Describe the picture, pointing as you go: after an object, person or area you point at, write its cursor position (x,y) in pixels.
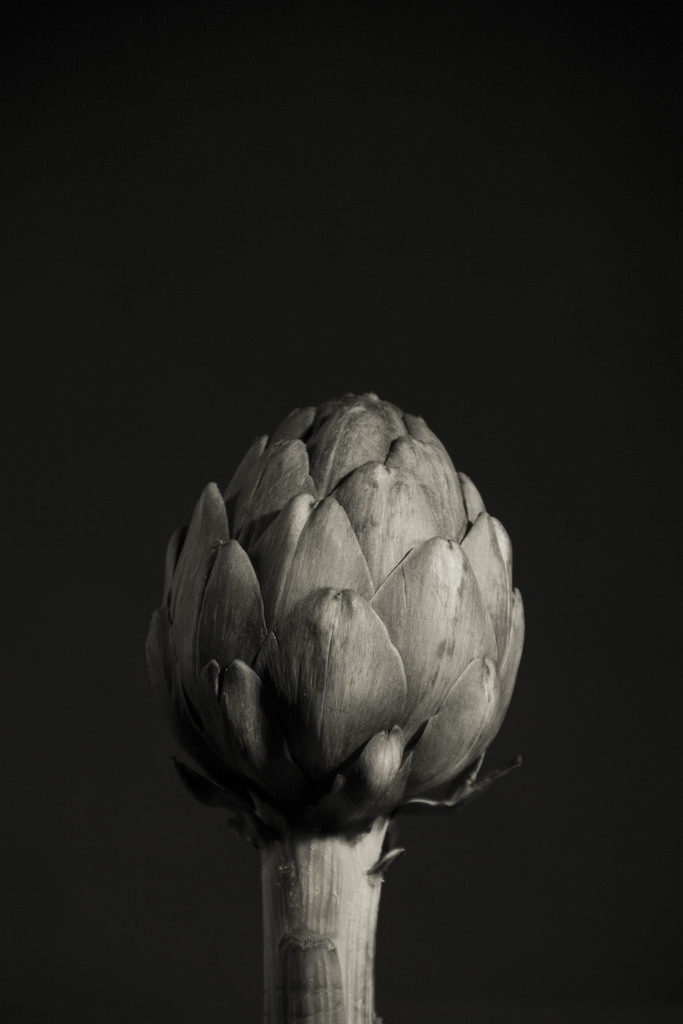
In this image, we can see an Artichoke (319,628) and the background (176,896) is dark.
